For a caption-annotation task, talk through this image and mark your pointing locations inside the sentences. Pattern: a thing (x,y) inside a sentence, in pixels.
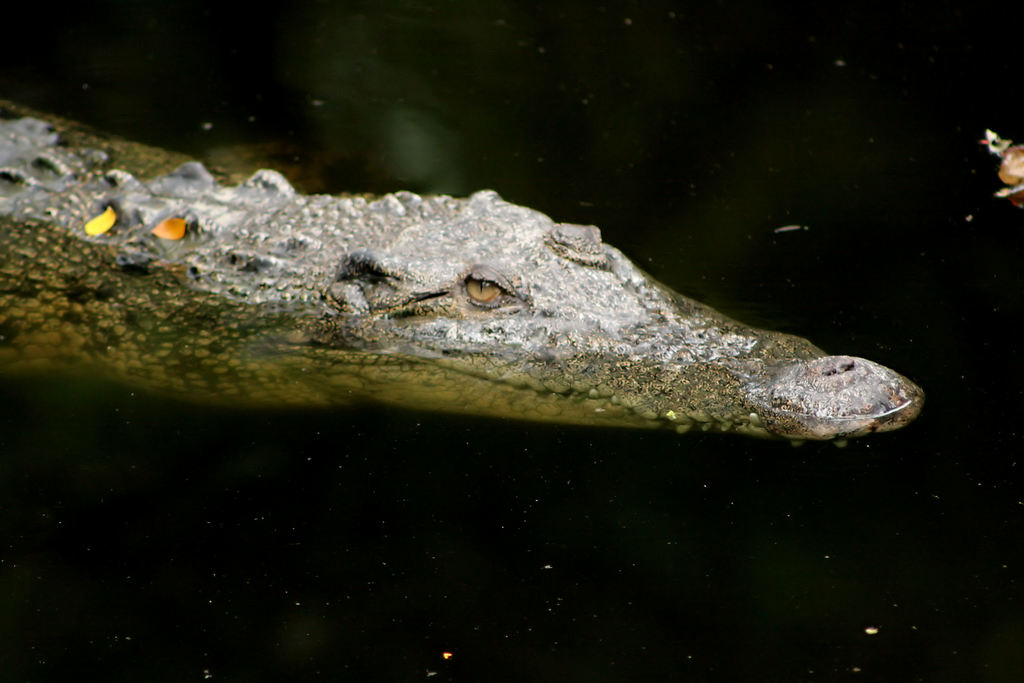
In this image we can see a crocodile (405,267) in the water (553,200), there are leaves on the water (705,218).
